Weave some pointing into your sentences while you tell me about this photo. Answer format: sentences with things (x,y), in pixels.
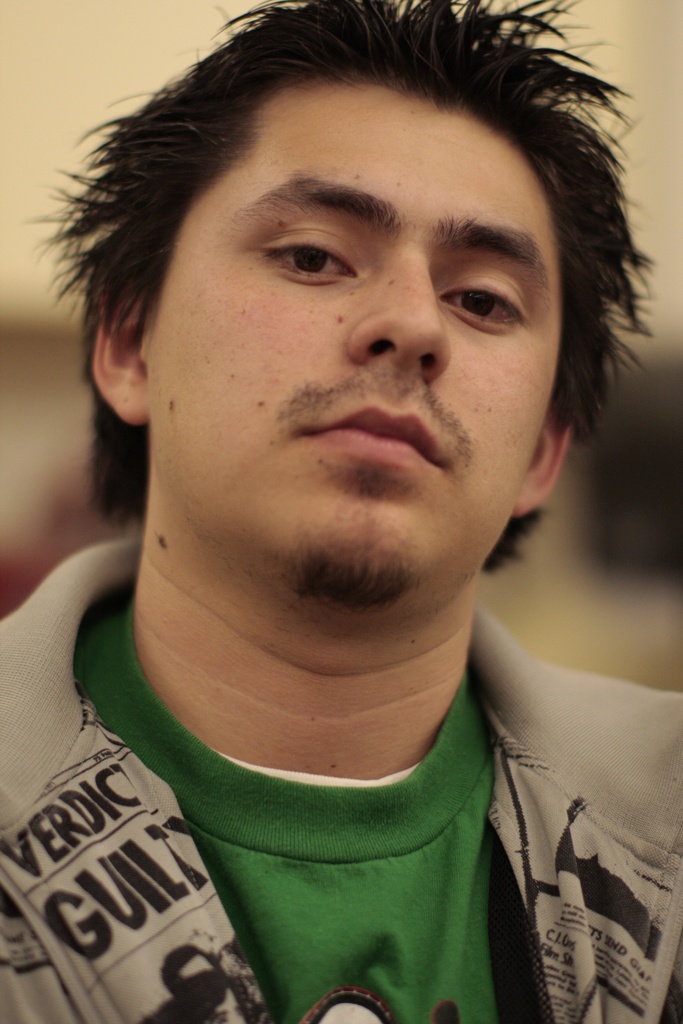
In this picture we can see a man (251,486). Behind the man (218,607), there is a blurred background (5,89).
